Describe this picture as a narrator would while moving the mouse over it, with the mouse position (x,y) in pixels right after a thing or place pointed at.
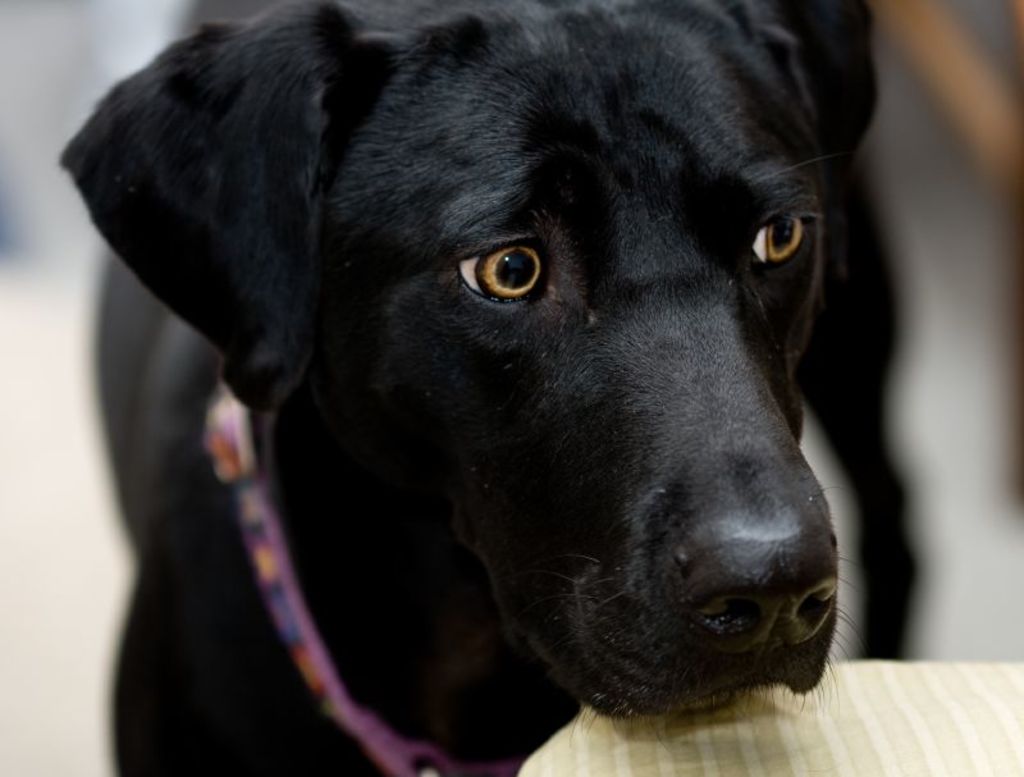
This picture contains a dog (361,441). This dog (418,462) is in black color. It has a pink color belt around its neck (312,457). In the right bottom of the picture (816,713), we see a table (847,746) which is covered with cream color cloth (712,738). In the background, it is blurred.
